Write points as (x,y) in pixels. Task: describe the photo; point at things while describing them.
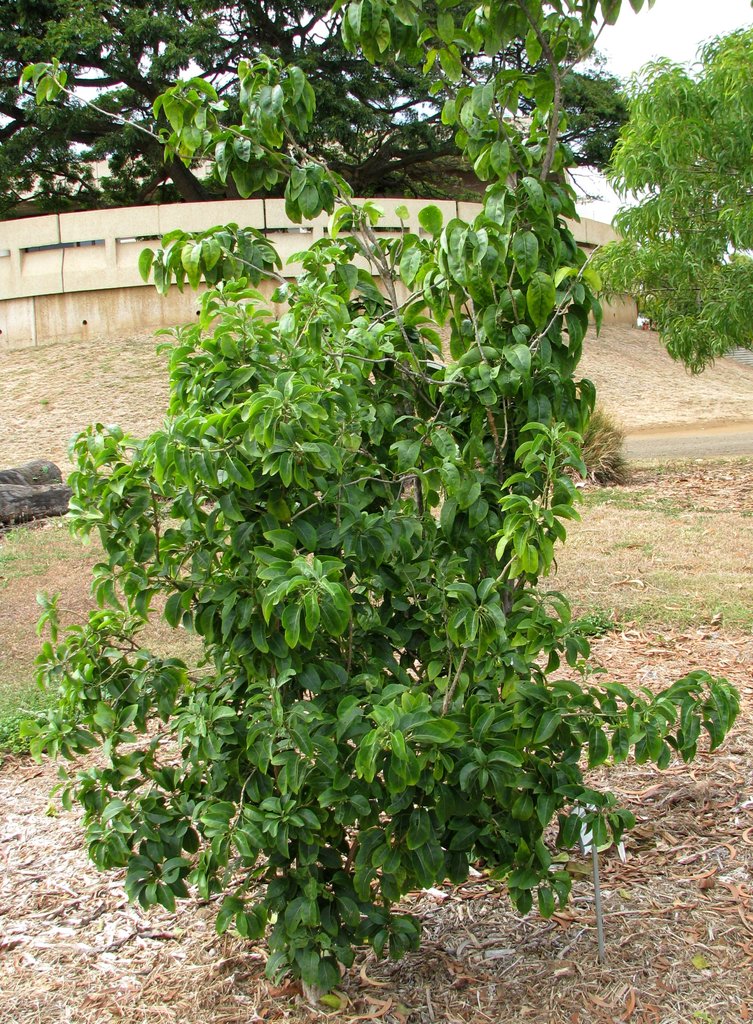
In this image I can see a green trees (369,263) and fencing (43,239). The sky (677,30) is in white color.
